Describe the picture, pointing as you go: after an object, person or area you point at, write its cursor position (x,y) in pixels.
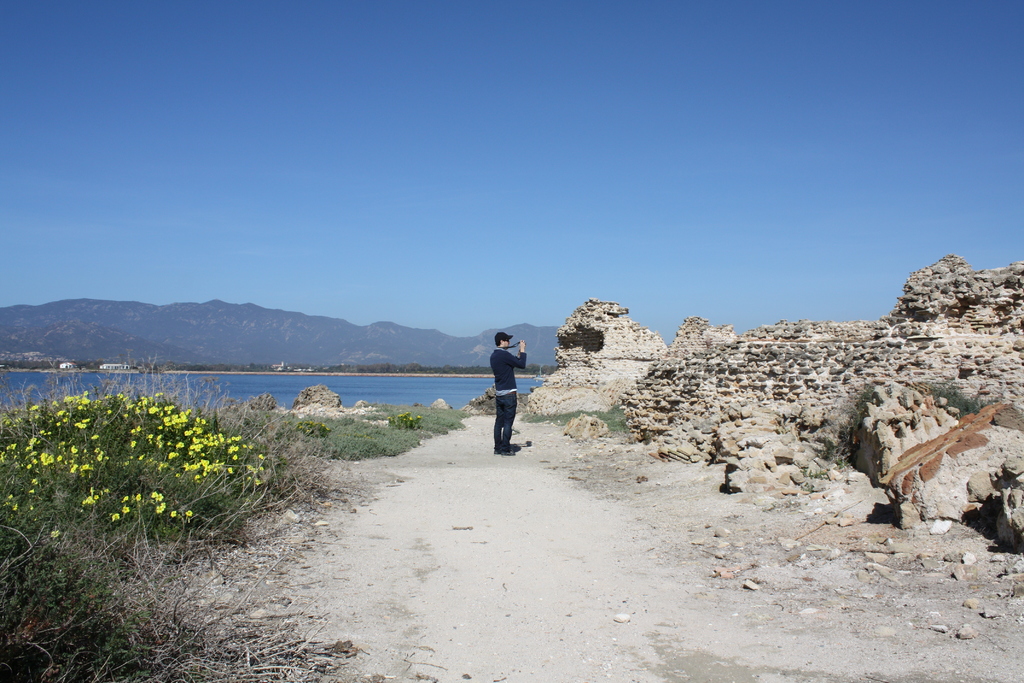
In this image, we can see a person (512,387). We can see the ground (519,549). We can see some grass (208,542), plants (318,420), stones (334,401). We can see some water (67,373) and the wall (834,339). We can also see the sky (433,318). We can see some hills (388,337).
